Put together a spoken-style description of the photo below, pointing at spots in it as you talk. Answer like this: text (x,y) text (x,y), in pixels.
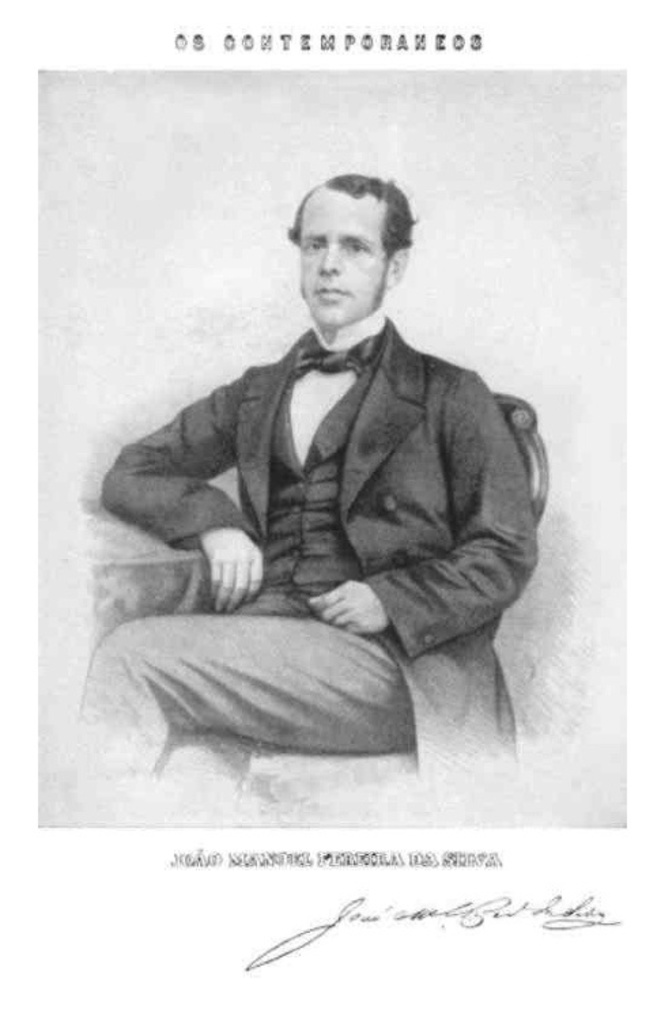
This is a black and white image. A man (286,541) is sitting on a chair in the center of the image (358,432). At the top (244,41) and bottom of the image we can see some text (330,862).
